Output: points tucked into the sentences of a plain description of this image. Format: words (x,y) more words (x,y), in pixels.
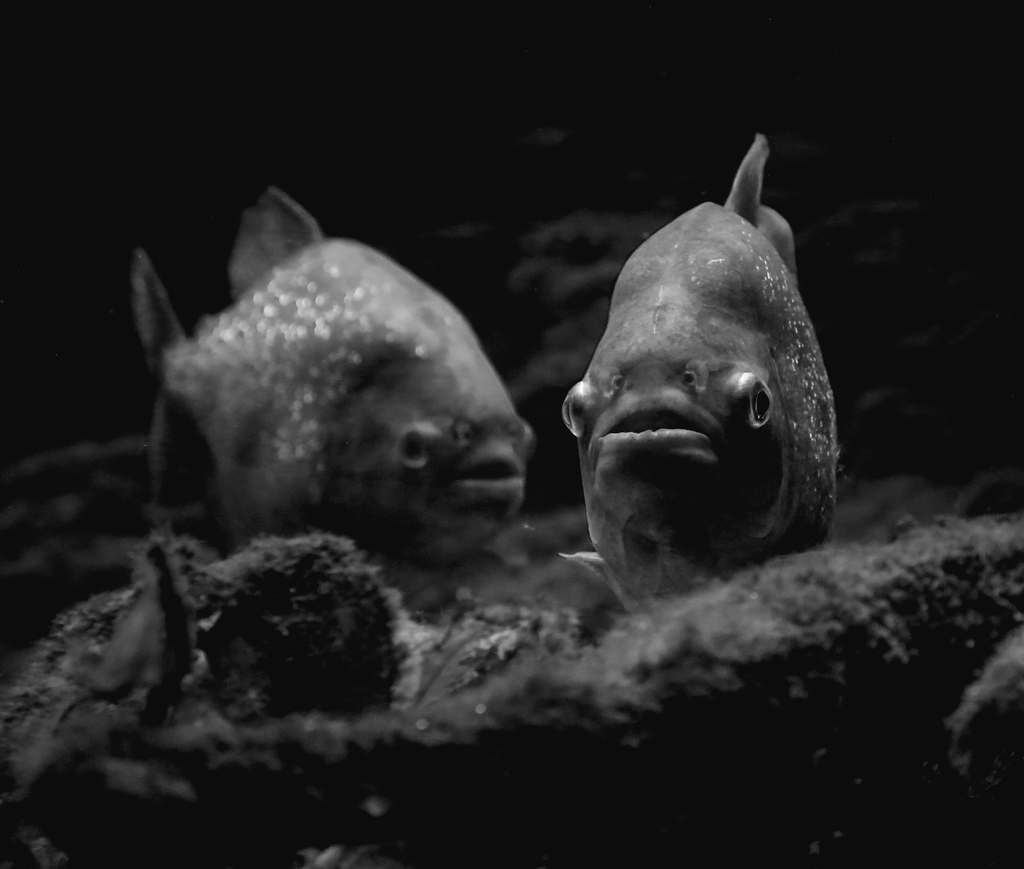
In this image, we can see two fishes (743,379). In the background (959,26), we can see black color, at the bottom (314,673) there is a land (887,685).
